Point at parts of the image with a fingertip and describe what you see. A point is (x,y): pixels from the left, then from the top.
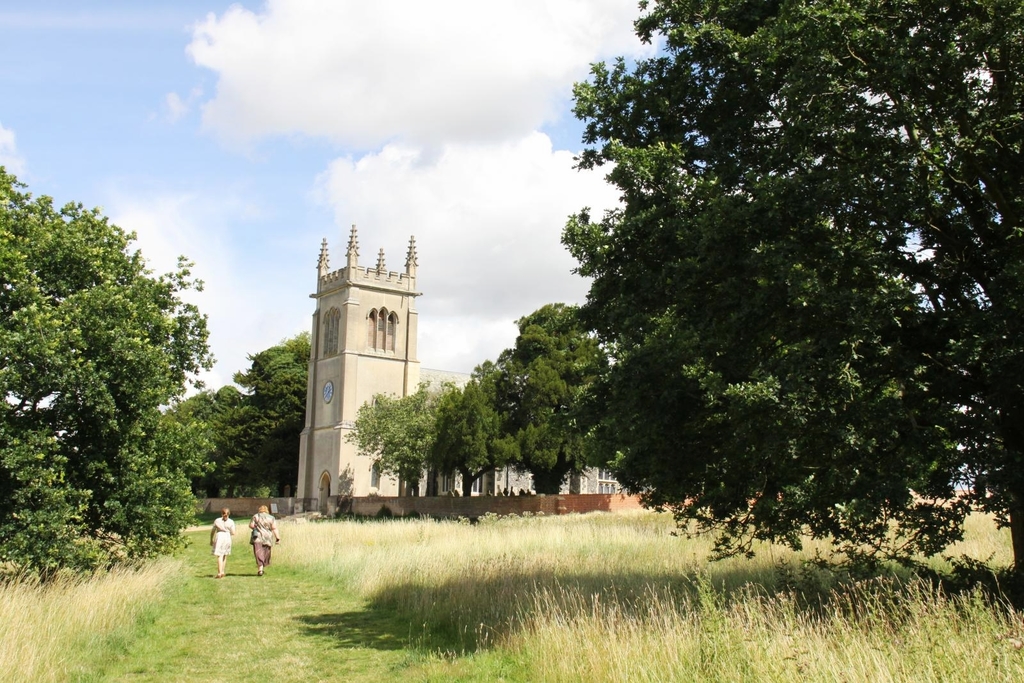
In this image I can see an open grass ground (339,541) and on it I can see two persons (263,551) are walking. I can also see number of trees (387,459) and few buildings (497,489) in the centre of the image (483,425). In the background (108,140) I can see clouds (592,174) and the sky (238,159). I can also see few shadows (514,608) on the ground (700,658).
